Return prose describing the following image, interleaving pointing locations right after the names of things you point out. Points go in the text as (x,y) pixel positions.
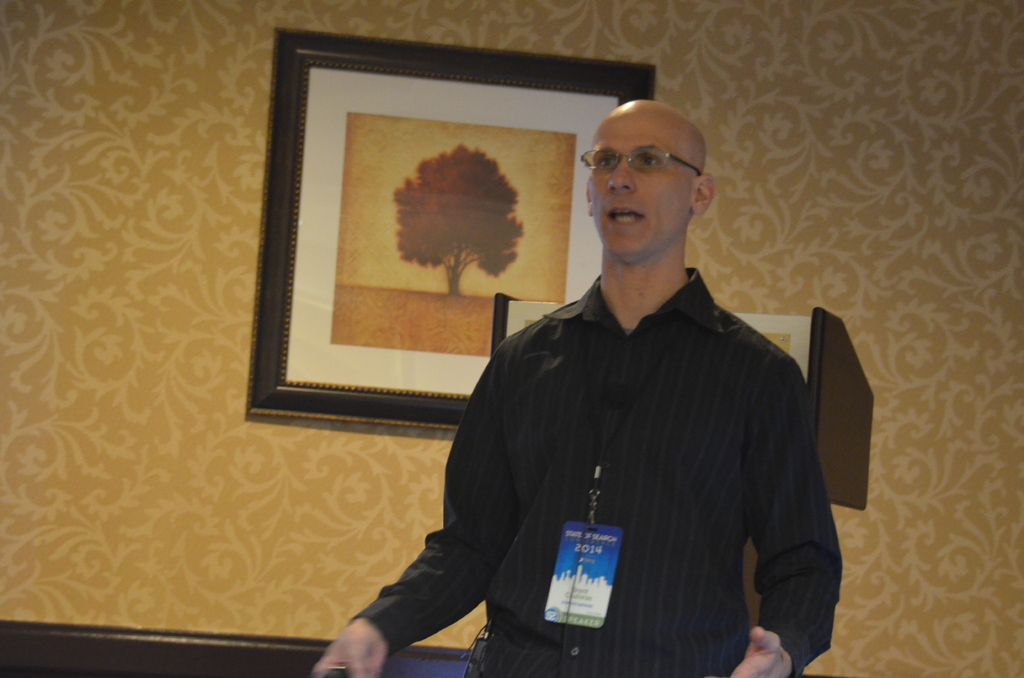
In this image we can see a person (633,519) wearing spectacles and id card (604,610). In the background (473,291), we can see photo frames (439,191) on the wall (226,431).
